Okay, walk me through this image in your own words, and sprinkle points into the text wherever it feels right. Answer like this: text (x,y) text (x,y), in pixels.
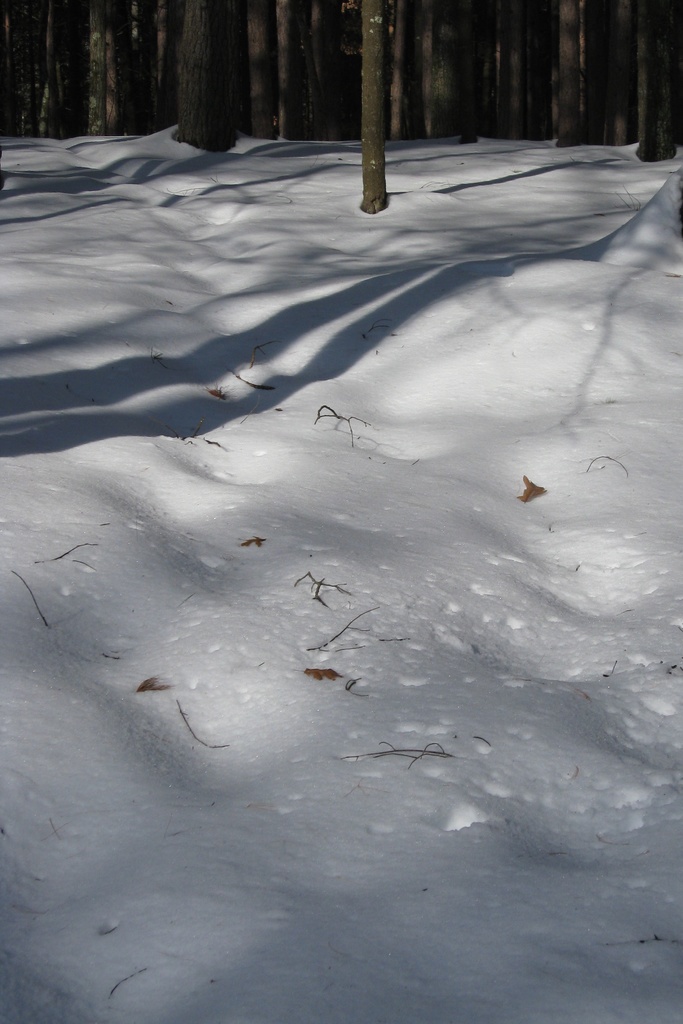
In this picture I can see there are trees (659,74) and there is snow (410,737) on the floor (358,528).
